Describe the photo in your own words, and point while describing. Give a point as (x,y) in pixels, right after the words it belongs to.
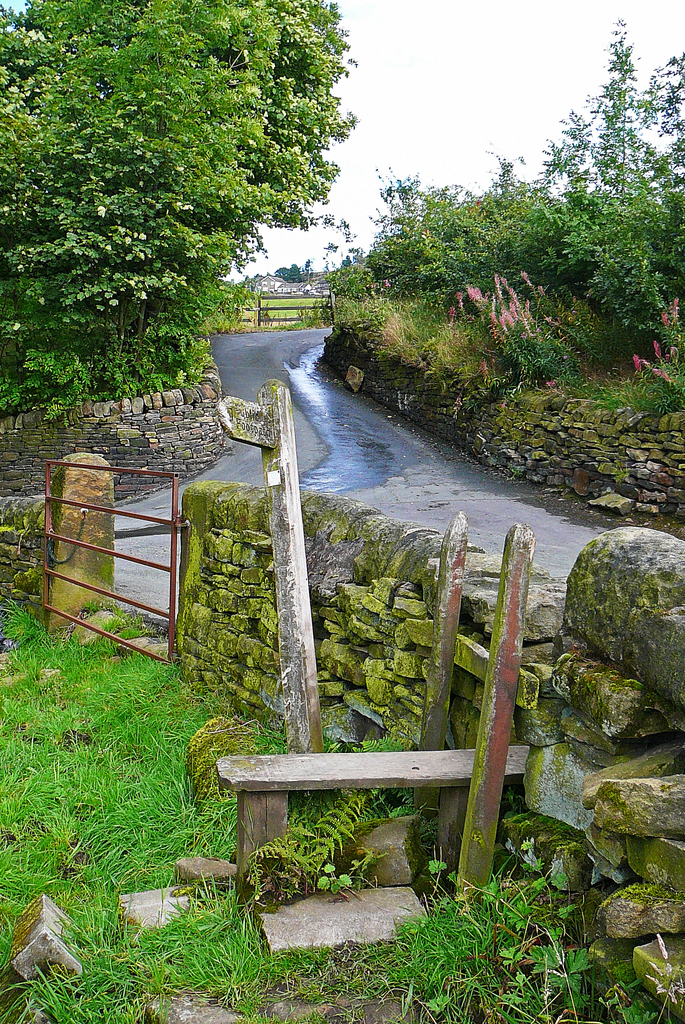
At the bottom (180,693) we can see wall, gate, stones (223,1023), wooden objects (261,839) and grass (154,860) on the ground (140,861). In the background (337,456) there is a road (331,433) and to either side of the road (253,362) there are trees (244,288), fence (282,308), field (305,303), houses (281,284) and sky (409,79).
